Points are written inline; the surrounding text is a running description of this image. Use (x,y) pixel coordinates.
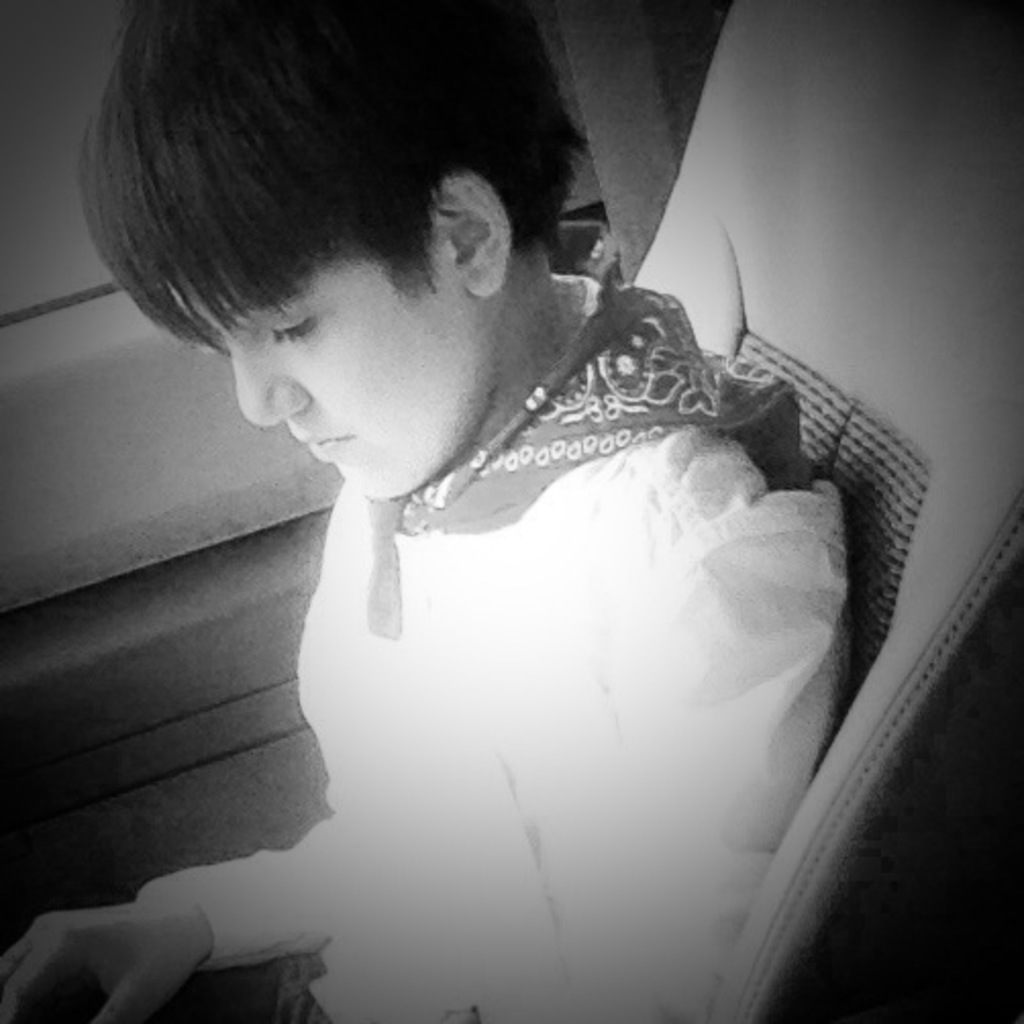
In this image we can see a black and white picture of a boy (478,690) sitting on the chair (766,933) and in the background (82,414) it looks like a door (121,341).
